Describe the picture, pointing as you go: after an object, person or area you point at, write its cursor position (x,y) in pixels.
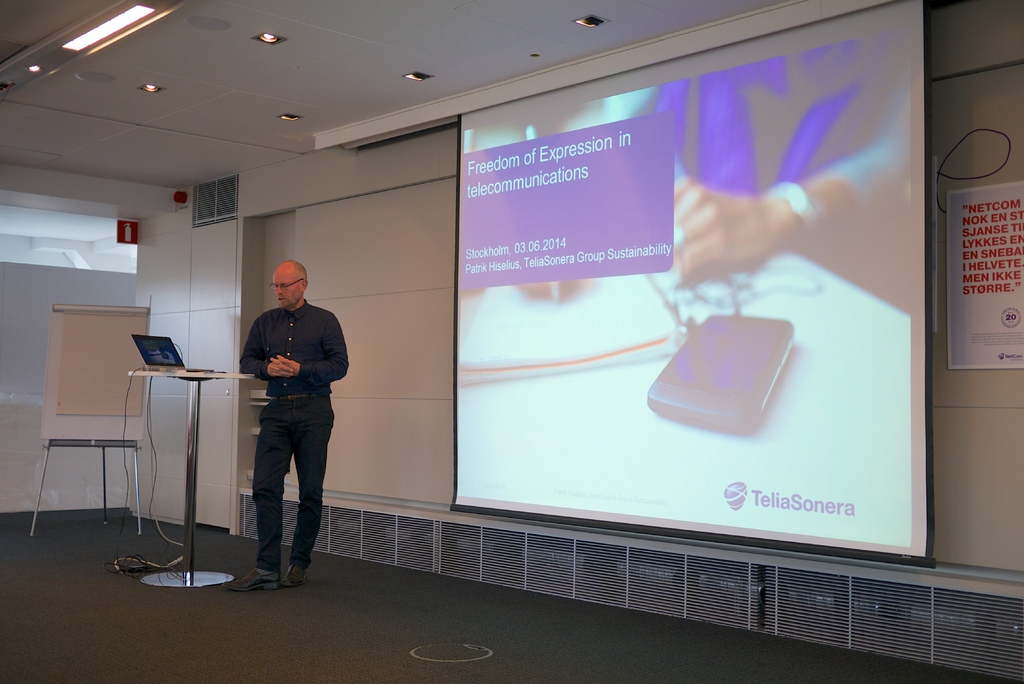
As we can see in the image there is a wall (246,309), screen (556,324), lights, a person (333,335) wearing black color shirt (280,381) and laptop (157,358).
